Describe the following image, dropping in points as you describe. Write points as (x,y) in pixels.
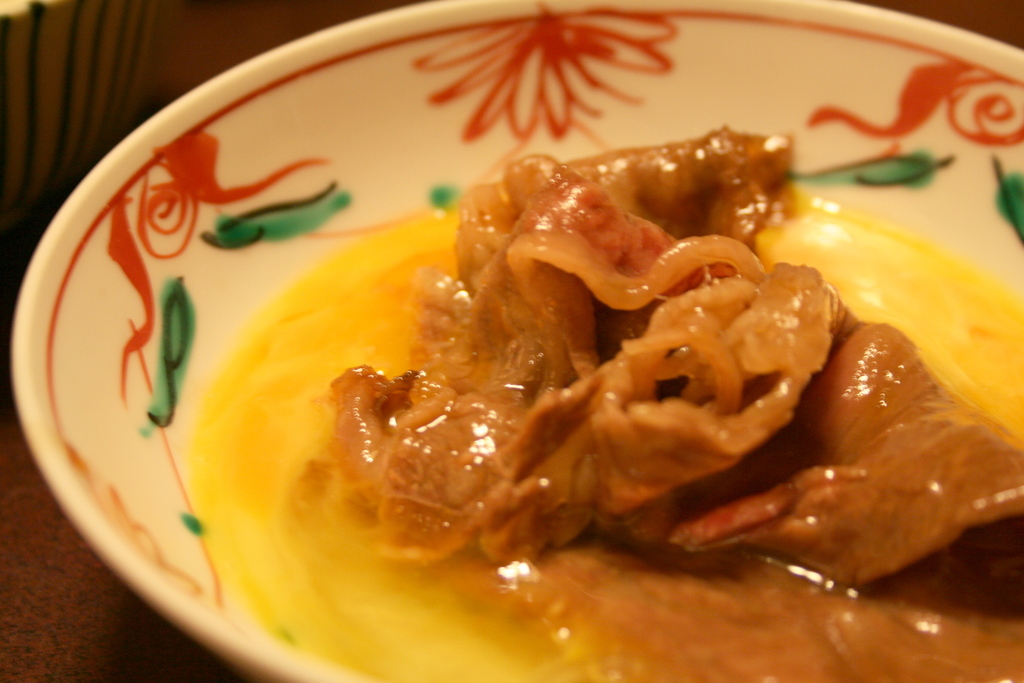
In this image there is a food item (508,338) on the plate (167,525), on an object (18,655).
